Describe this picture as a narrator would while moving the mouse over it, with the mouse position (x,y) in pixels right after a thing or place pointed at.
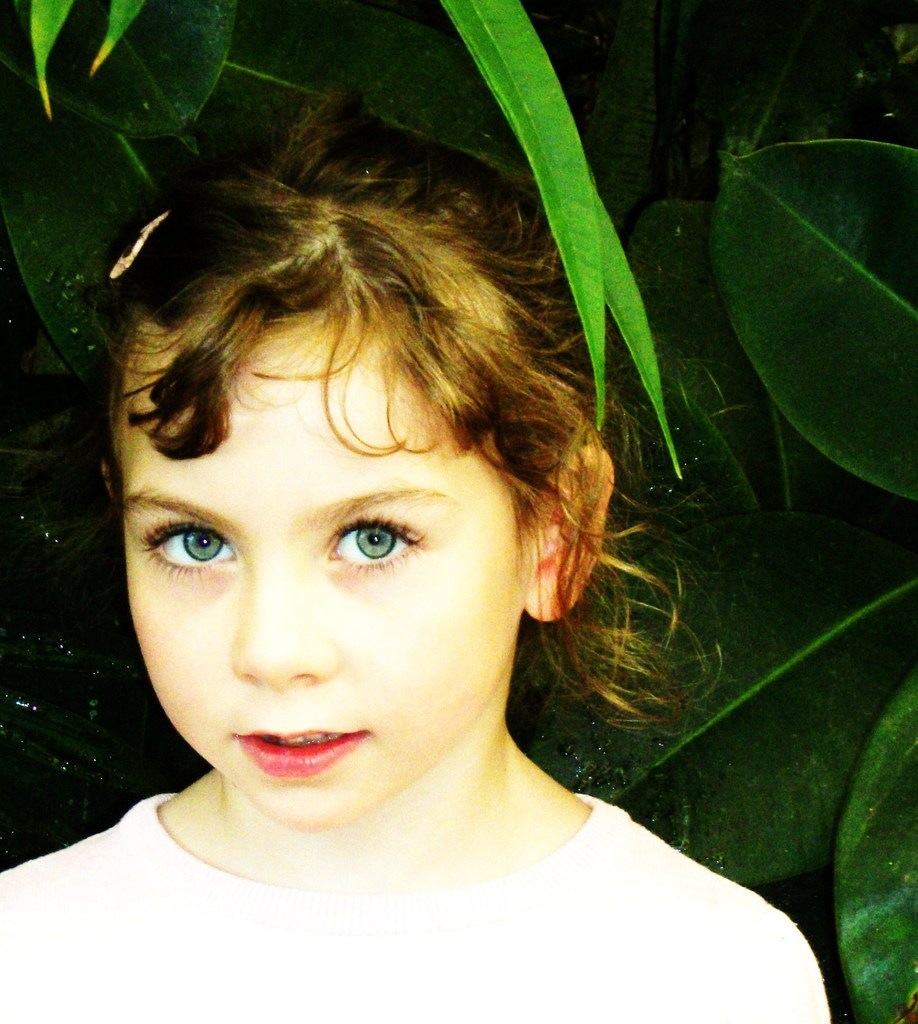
In this picture I can see a girl (569,480), and in the background (9,223) there are leaves (563,145).
